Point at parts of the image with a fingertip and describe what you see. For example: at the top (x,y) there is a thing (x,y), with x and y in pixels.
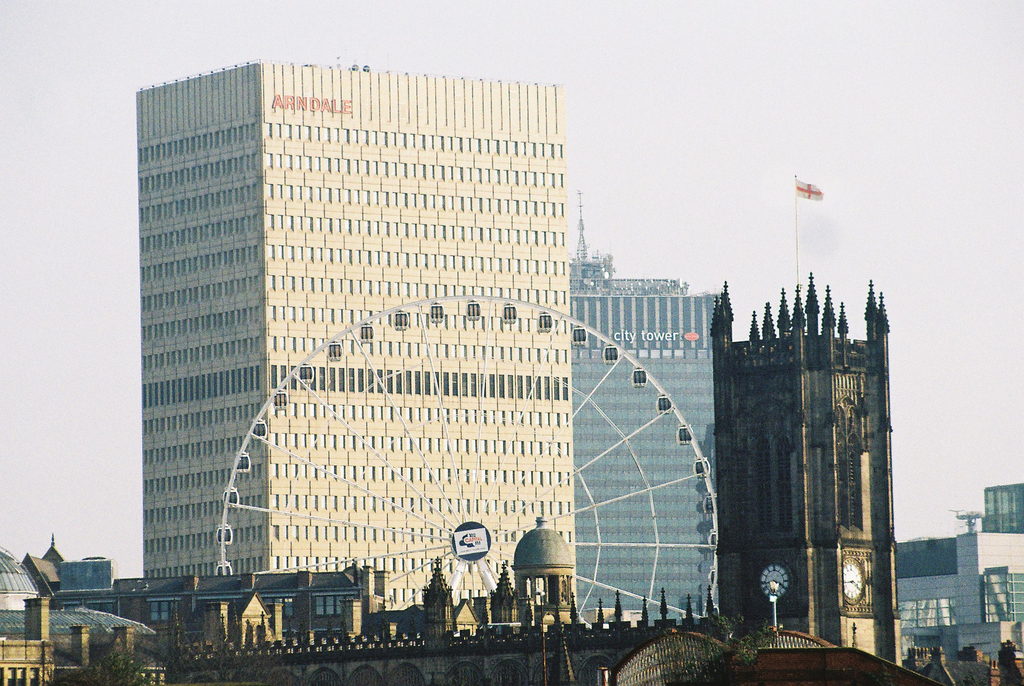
In this image there are many buildings (349,472). This is a giant wheel (354,559). This is looking like a bridge (778,641). This is a clock tower (825,381). On top of it there is a flag (806,198). The sky (752,205) is clear.
